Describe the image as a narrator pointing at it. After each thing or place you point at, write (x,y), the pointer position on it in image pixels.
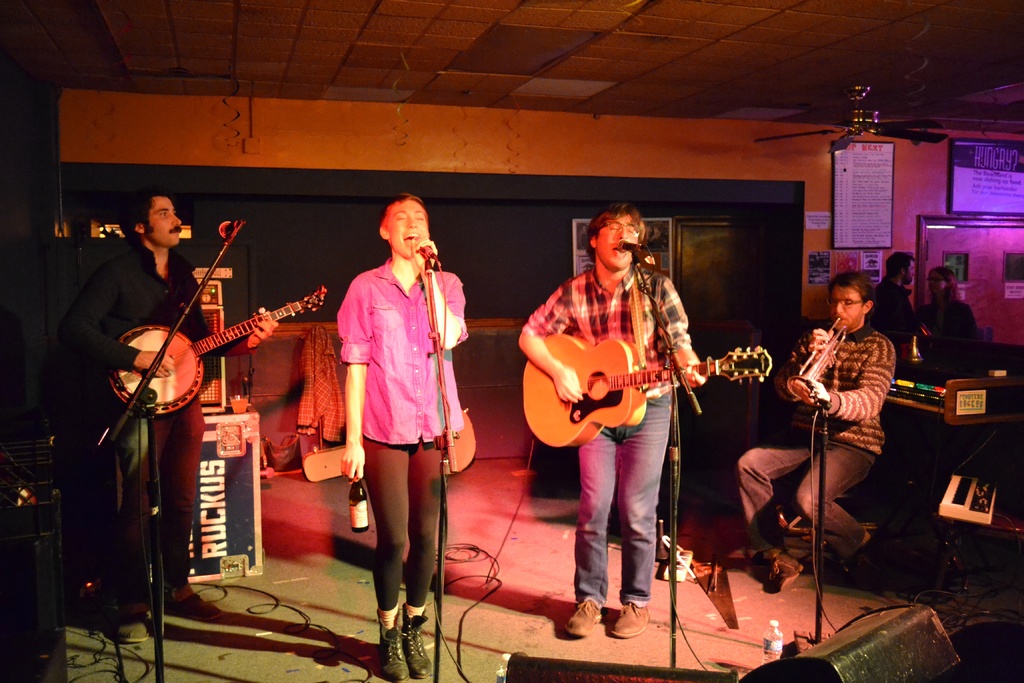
There are group of people (631,334) playing music. At one corner there are two people (881,309) talking to each other and on the other side of wall (815,166) there is a display board (869,180).
